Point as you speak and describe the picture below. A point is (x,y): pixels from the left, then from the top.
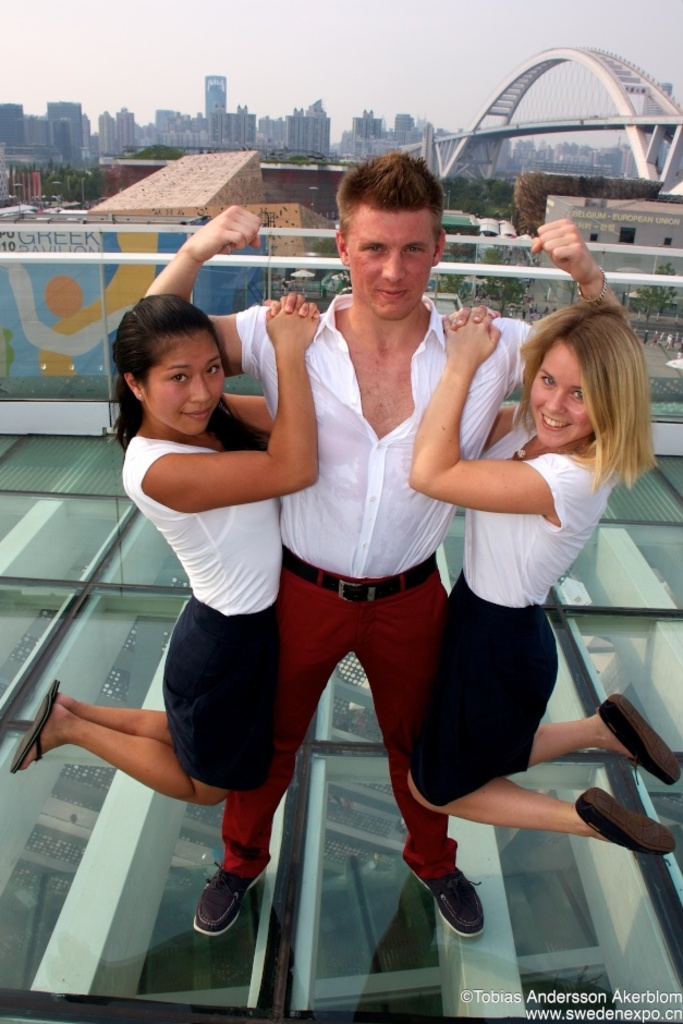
In this picture there is a boy (349,435) wearing white color shirt (397,535) and red trouser (394,663) holding two girls (513,458) on the arm (515,359), smiling and giving a pose into the camera. Behind there is a metal bridge (543,123) and some buildings (218,104). In the front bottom side there is a glass platform (328,695).
